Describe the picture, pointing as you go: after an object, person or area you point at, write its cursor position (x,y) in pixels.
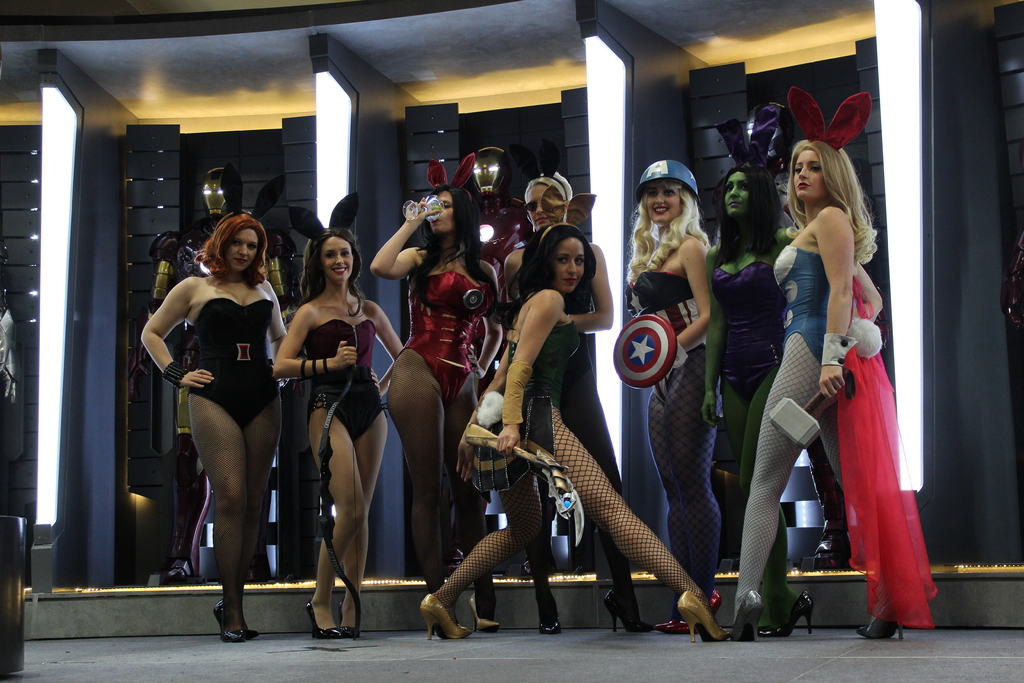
In this image I can see few women (304,378) are wearing different costumes (766,365), standing on the ground (613,649), smiling and giving pose for the picture. In the background (648,93) there is a wall (149,161) and I can see some lights (73,181).
